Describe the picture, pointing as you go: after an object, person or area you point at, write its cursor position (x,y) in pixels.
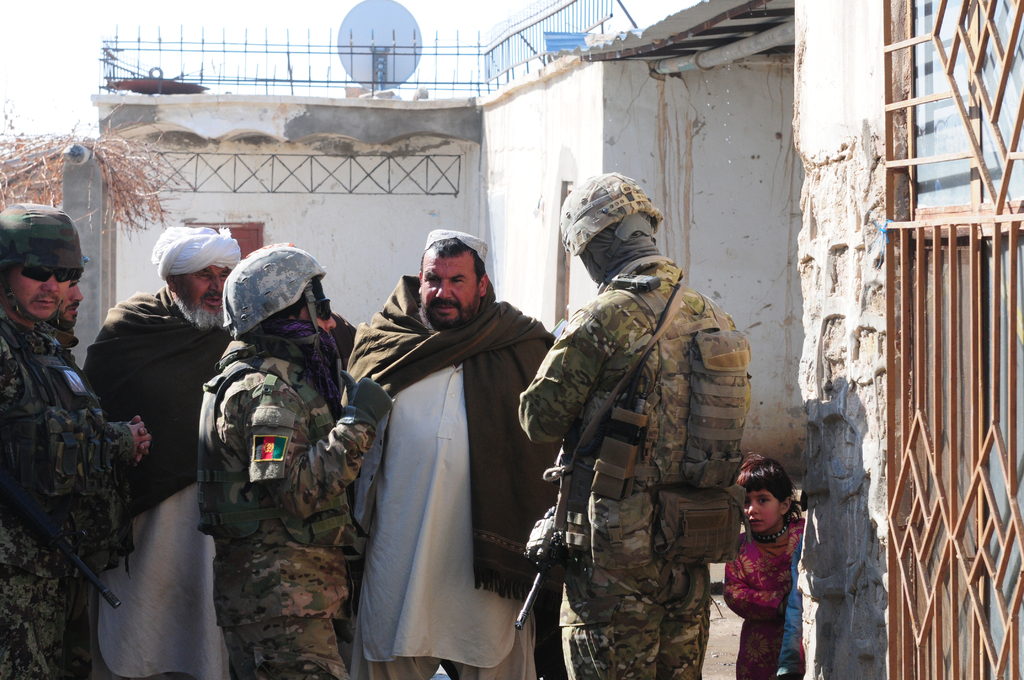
In this image we can see group of persons (619,522) standing on the ground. Some persons (692,498) are wearing military uniform (624,301) and helmets (611,214). One person (608,439) is carrying a gun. In the background (923,348), we can see a building (776,245) with door (963,235) and metal gate (956,278), some poles (464,80), fence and the sky (64,91).
